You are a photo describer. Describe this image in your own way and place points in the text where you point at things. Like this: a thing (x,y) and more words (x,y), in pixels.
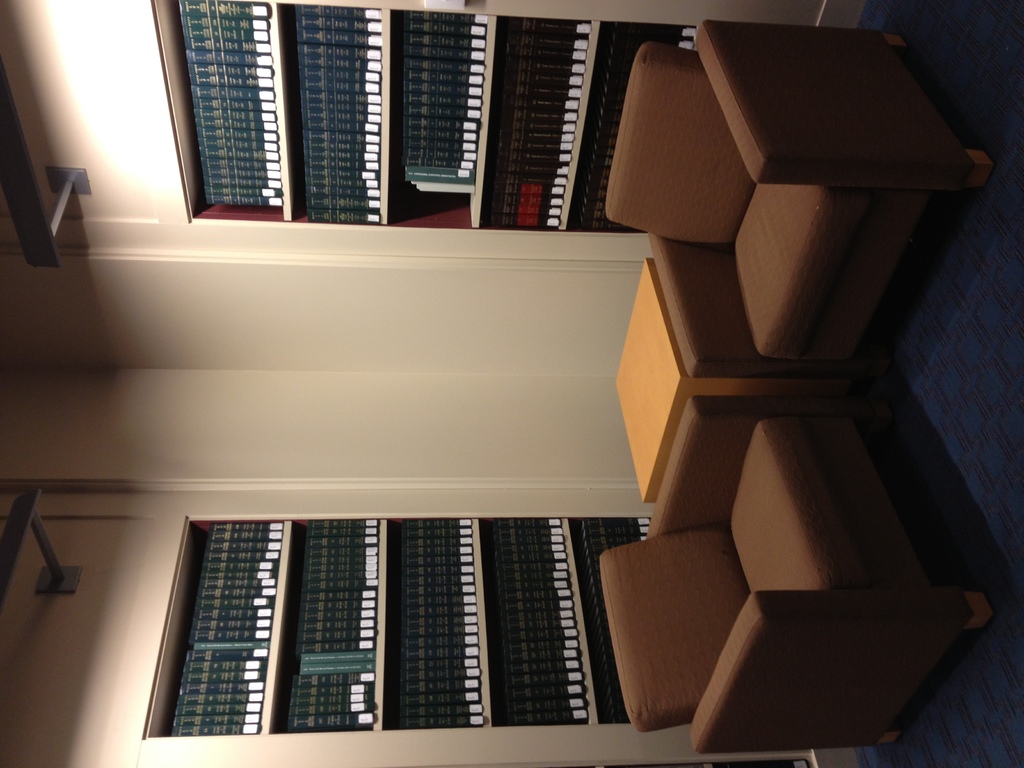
On the right side of the image (697,63) there are two couches (687,423) and table (655,276). On the left side of the image (46,531) there is a wall (24,14), on the wall (24,14) there are some bookshelves (186,710).
